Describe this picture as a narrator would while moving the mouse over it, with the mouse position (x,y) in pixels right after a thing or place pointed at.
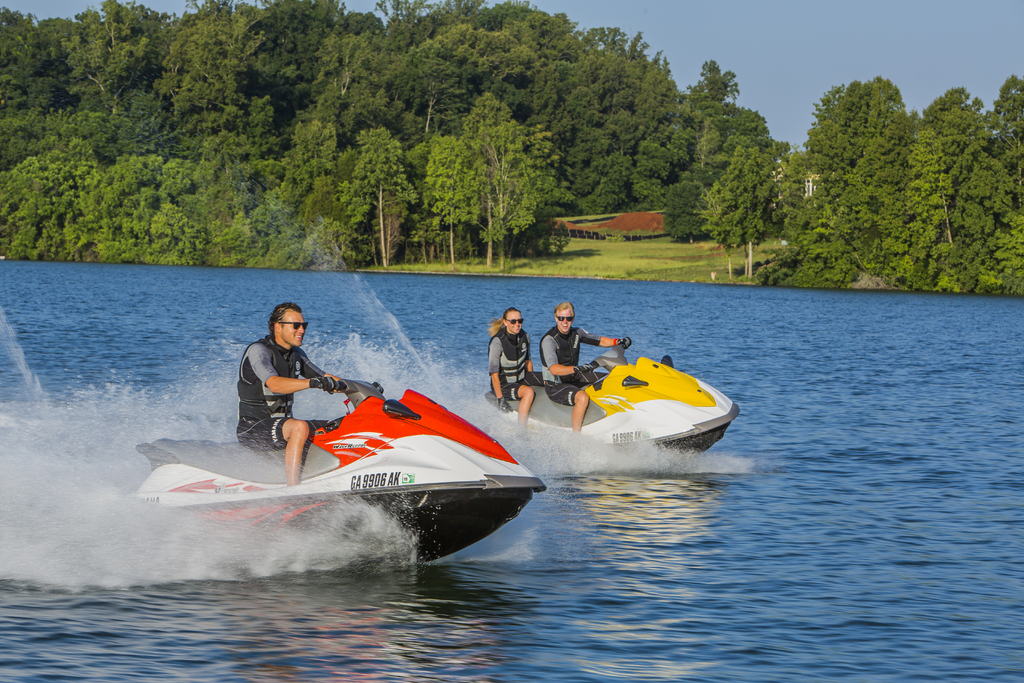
On the left side (243,371), we see a man (266,381) is riding a jet ski (422,462). Beside him, we see a man (548,365) and a woman (510,380) are riding the jet ski (680,437). At the bottom (829,551), we see water (657,618) and this water (476,618) might be in the lake (840,424). There are trees (905,183) in the background (623,198). At the top (923,58), we see the sky (809,75).
